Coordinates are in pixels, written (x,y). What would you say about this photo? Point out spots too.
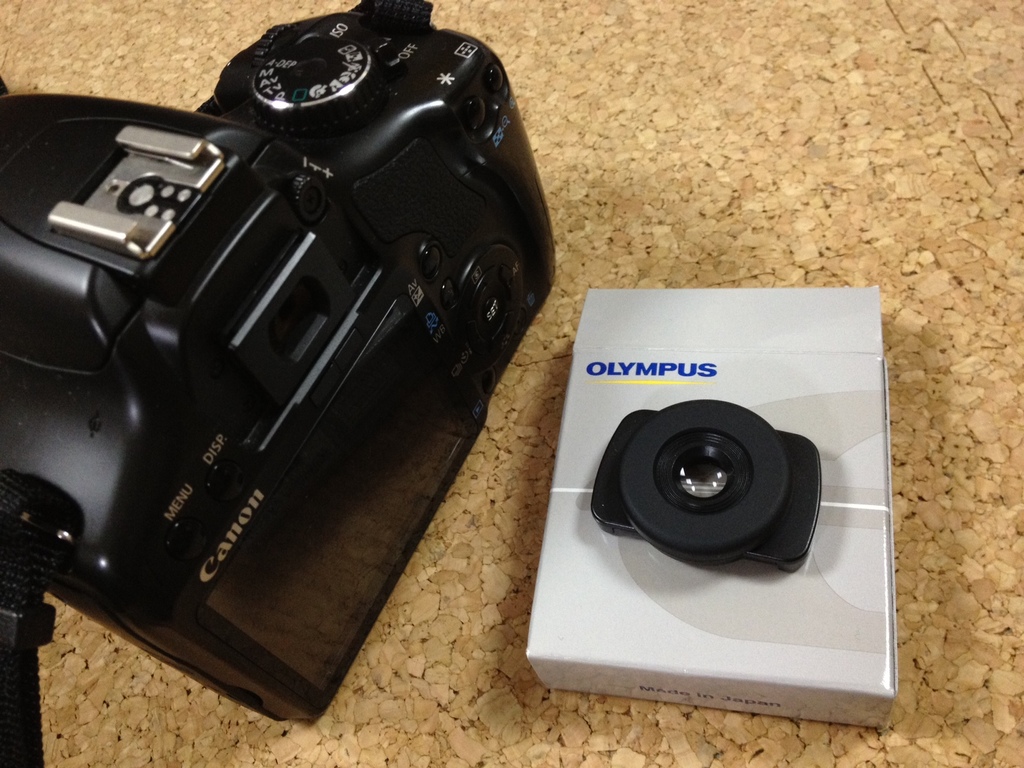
In this image I can see a black colour camera (458,429), a white colour box (677,316) and on it I can see a black colour. I can also see something is written at many places.
